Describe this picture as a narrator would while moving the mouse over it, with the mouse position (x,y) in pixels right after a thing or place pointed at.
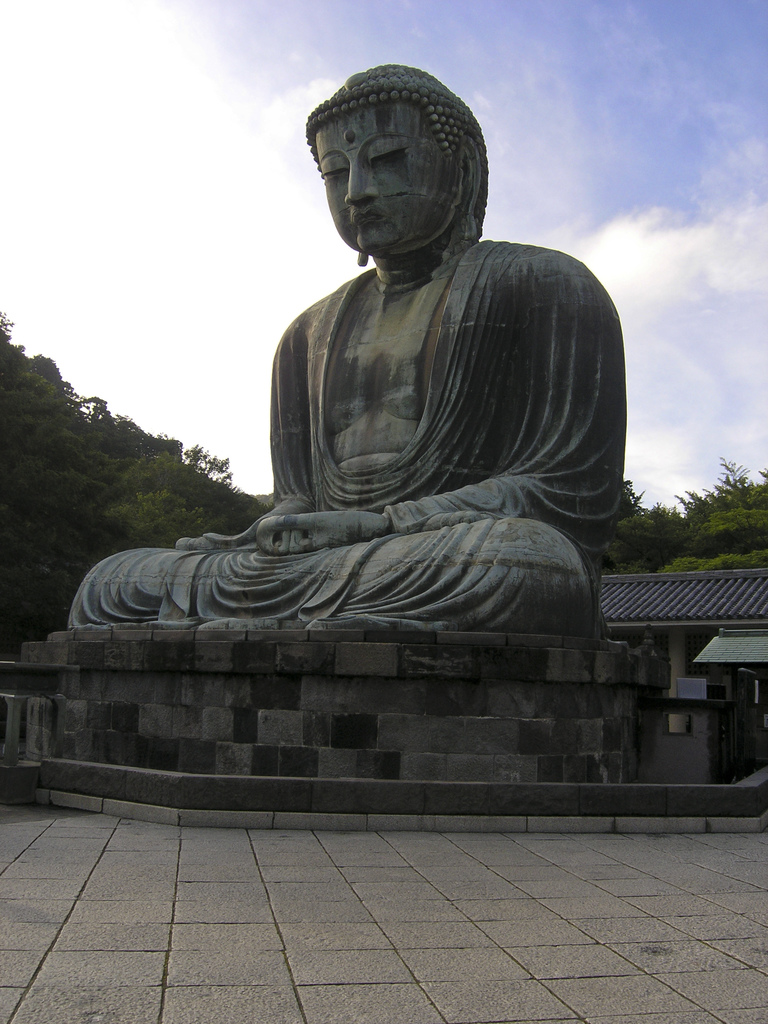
In the center of the image (288,626) we can see one stone (347,736). On the stone (374,636), we can see one statue (344,447). In the background (687,422), we can see the sky (529,198), clouds (682,483), trees (7,383), one building (711,631), fence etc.
